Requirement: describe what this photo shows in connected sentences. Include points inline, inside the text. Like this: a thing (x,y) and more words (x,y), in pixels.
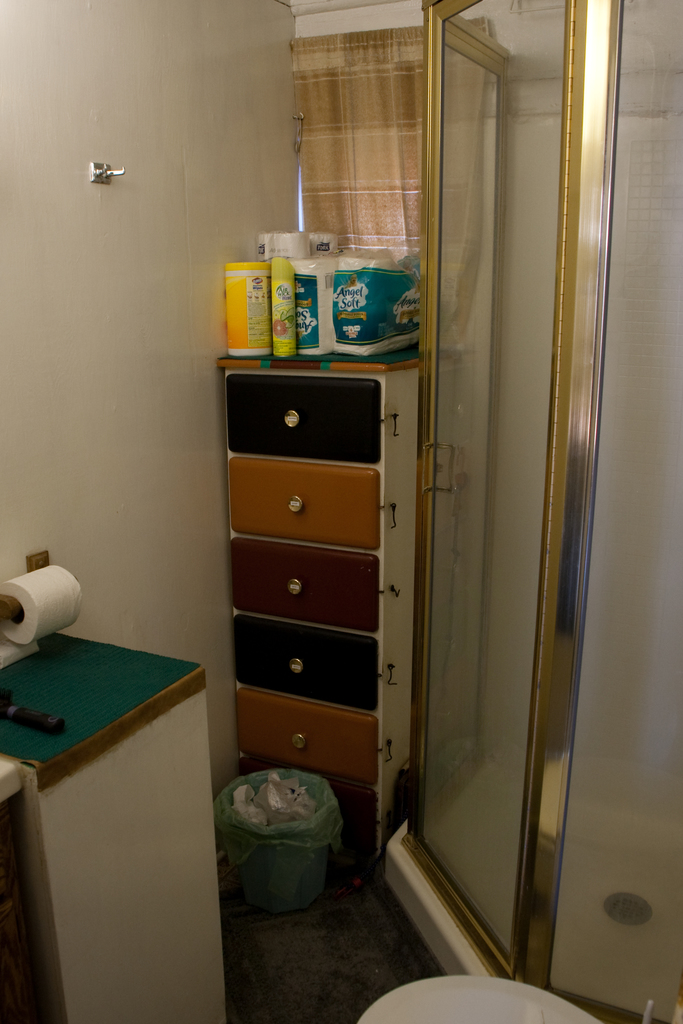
In this picture there is a inside view of the toilet (353,770). In the front (349,473) we can see a small wardrobe (275,698) on the top (259,322) there are some tissue paper (299,301), room freshener (284,260), box (262,335). In the front (277,898) bottom side there is a small dustbin (259,845). On the left side (36,623) there is a tissue roll (42,633). In the background (58,419) we can see the wall (202,191) and curtain (366,112) and on the right side (603,504) there is a glass shower door (525,264).
